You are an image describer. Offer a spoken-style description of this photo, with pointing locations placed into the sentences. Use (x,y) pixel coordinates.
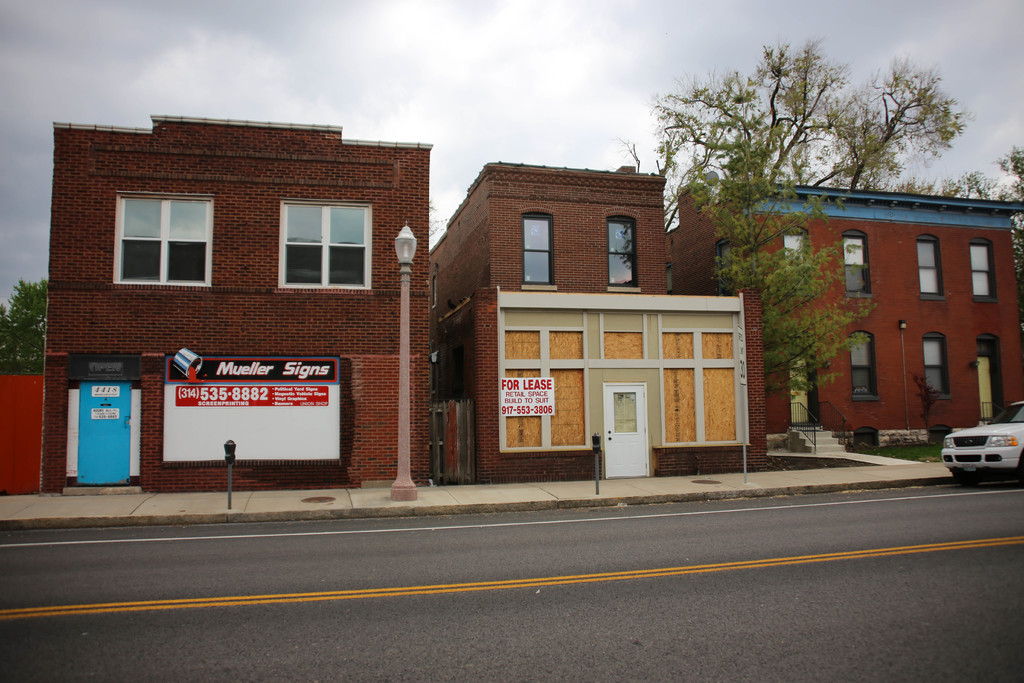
In this picture there are buildings (269,313) in the center of the image (484,366) and there are windows (124,275) on the buildings (869,396) and there are trees (23,288) on the right (903,86) and left side of the image (23,333), there is a car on the right side of the image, there is a lamp pole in the center of the image (402,272).
